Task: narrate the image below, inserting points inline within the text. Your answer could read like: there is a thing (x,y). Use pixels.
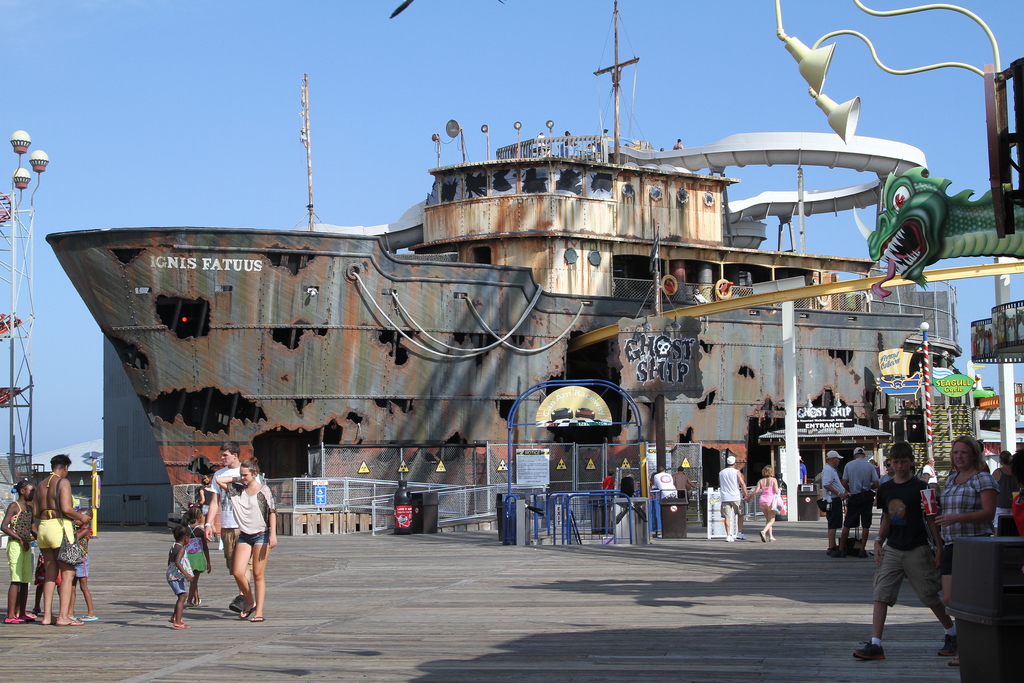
In this image I can see a crowd (895,589) on the road (748,671), metal boat (499,360), street lights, fence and the sky (377,139). This image is taken may be on the road (470,618).
